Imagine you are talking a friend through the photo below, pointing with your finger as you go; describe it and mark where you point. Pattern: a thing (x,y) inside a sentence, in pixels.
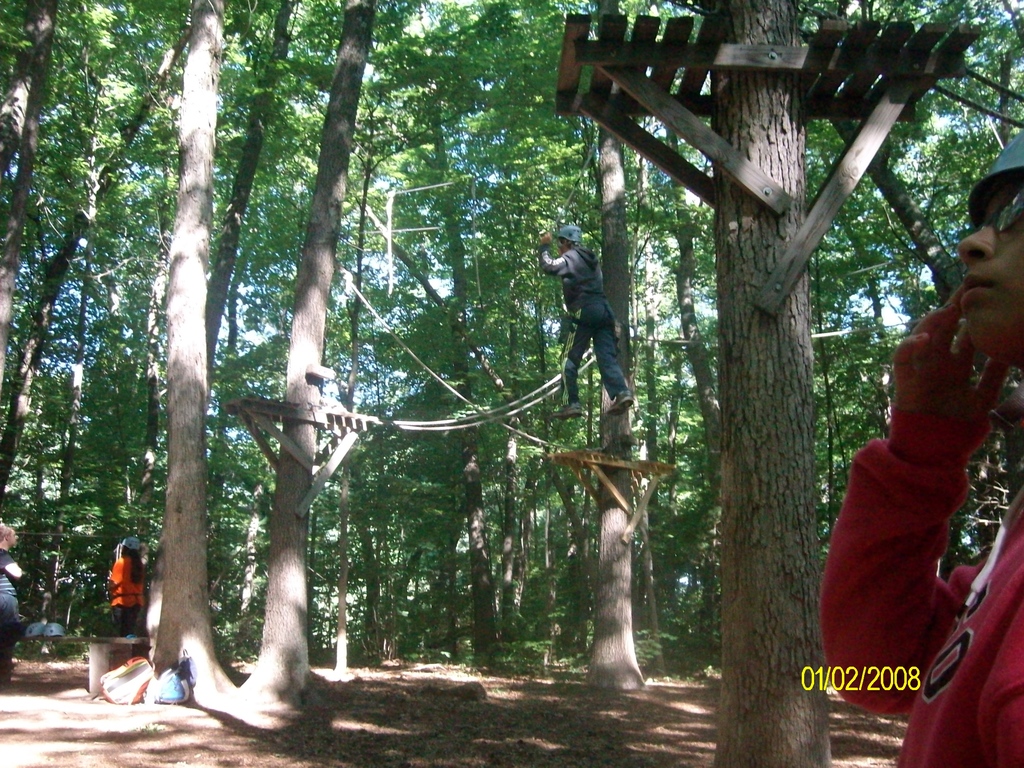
In this image I see 4 persons (989,631) in which this person (985,644) is wearing shades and I see that this person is on the rope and I see few more ropes (544,383) and I see the wooden surfaces (347,438) on the trees (748,257) and I see 2 helmets (43,627) over here on this bench (113,639) and I see 2 bags (124,675) over here and I see the ground (564,677). In the background (475,662) I see many more trees (342,289) and I see a watermark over here.
